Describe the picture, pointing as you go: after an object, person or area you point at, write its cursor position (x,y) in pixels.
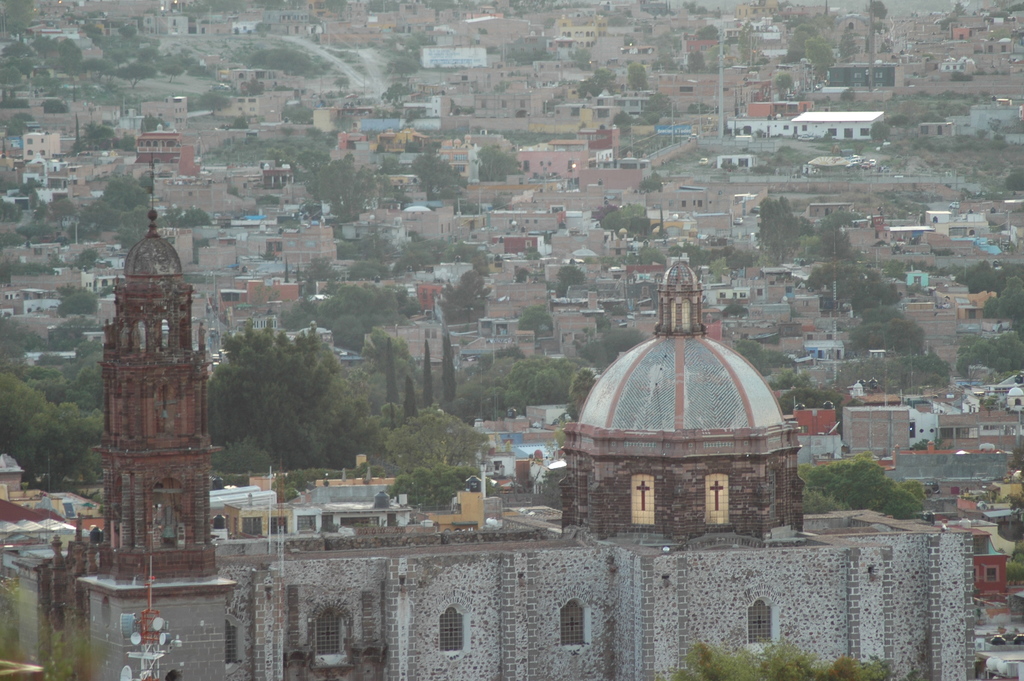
The image is an aerial view of a city (147,284). In the image we can see trees (793,250), buildings (84,187), roads (678,147), poles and other objects (154,633). In the foreground (464,612) it is church (399,554).
